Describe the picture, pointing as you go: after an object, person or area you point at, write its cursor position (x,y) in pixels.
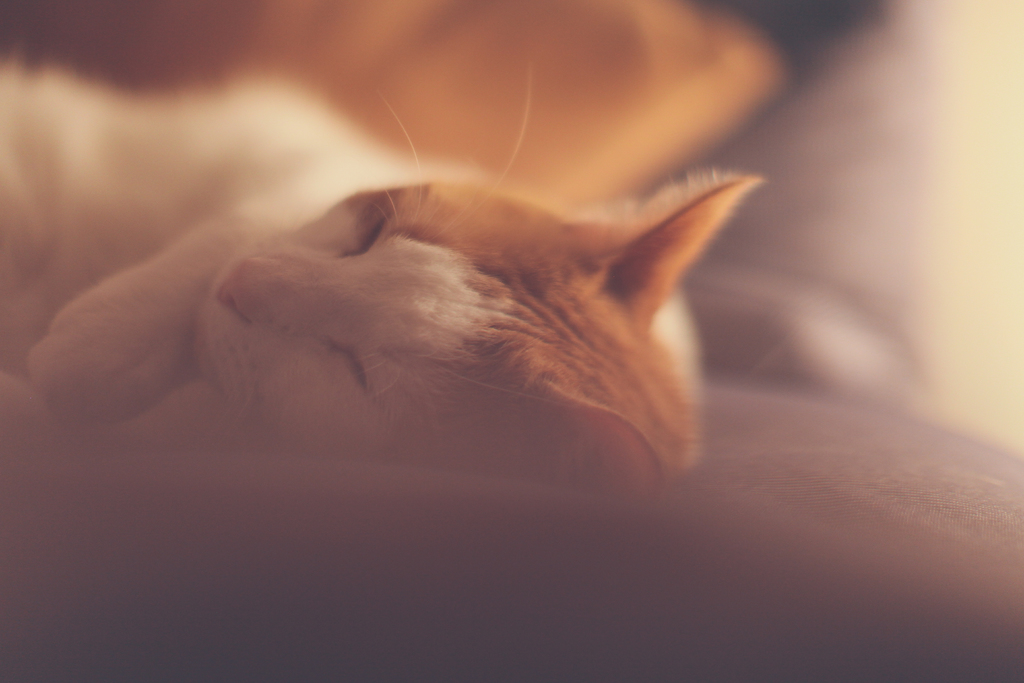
In this image, we can see the cat (221,139) sleeping.
